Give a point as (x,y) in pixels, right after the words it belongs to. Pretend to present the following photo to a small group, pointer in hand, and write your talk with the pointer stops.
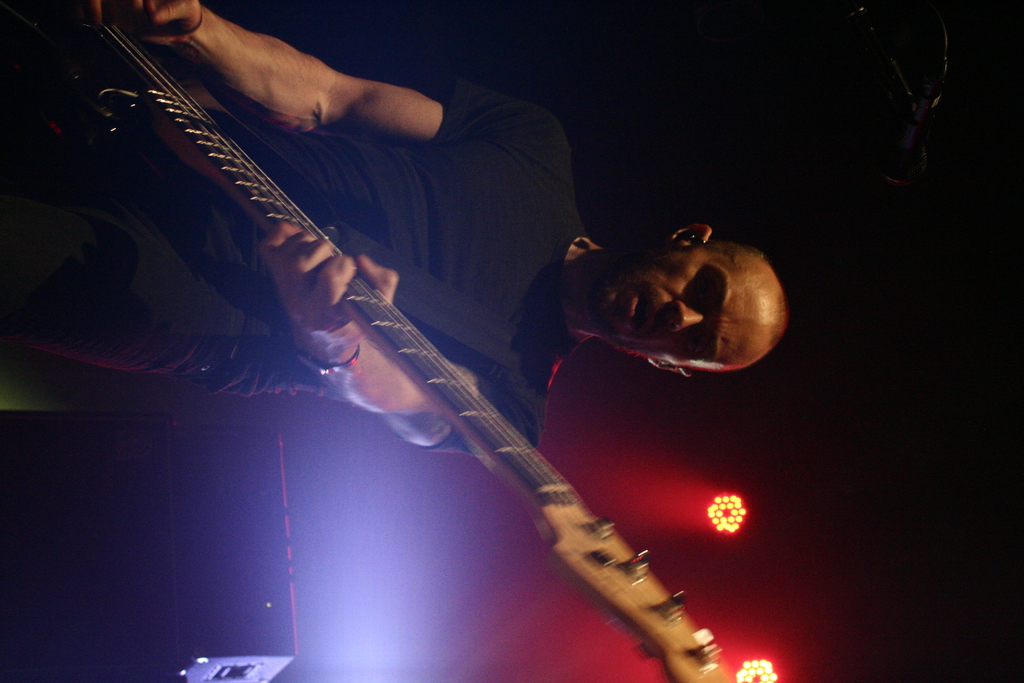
The picture consists of a person (426,314) playing guitar (554,511). At the bottom (49,539) we can see speaker (62,545). Towards right (739,617) there are focus lights (736,501). At the top (892,65) it is dark.
